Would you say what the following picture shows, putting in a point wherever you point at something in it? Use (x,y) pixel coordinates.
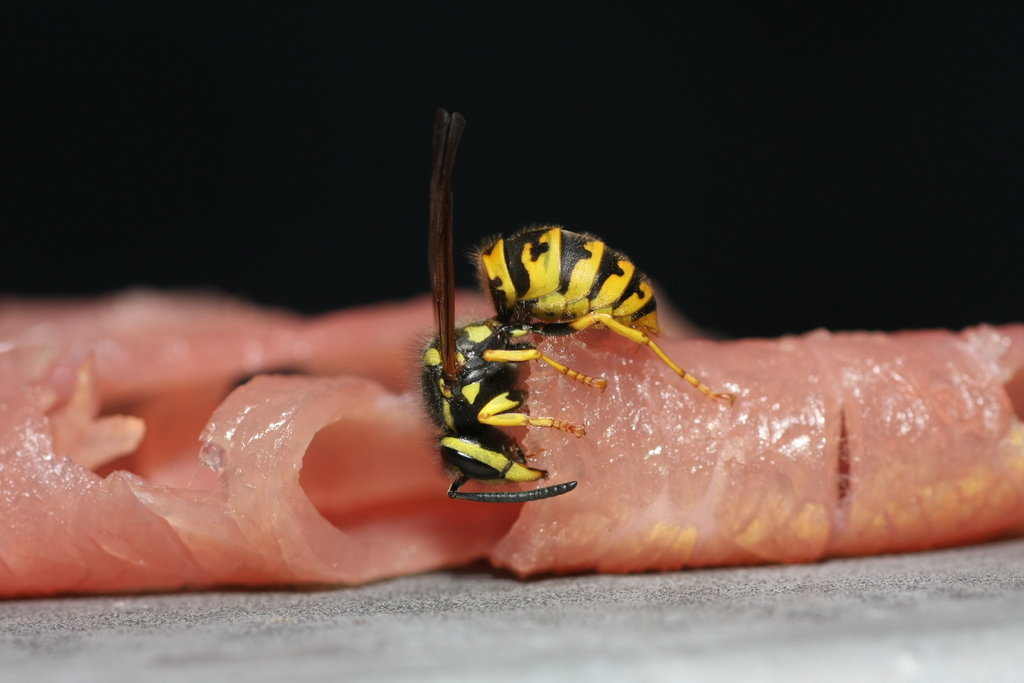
In this image I can see an insect (545,292) on the meat (700,408) and the insect (628,280) is in yellow and black color and I can see the dark background (693,284).
